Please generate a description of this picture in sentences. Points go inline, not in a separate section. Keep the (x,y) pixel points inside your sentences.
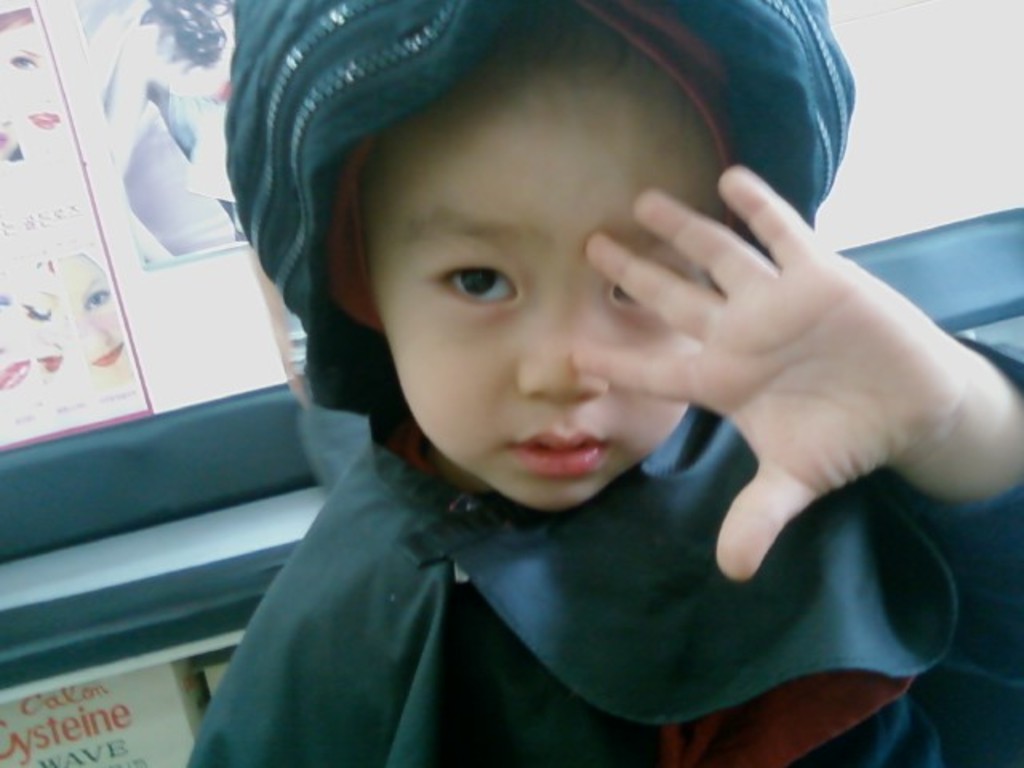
In this image we can see a kid (340,399) and in the background (217,378), we can see the wall (41,258), on the wall (96,228) there are some posters (75,386) with text (48,218) and images (195,21).
